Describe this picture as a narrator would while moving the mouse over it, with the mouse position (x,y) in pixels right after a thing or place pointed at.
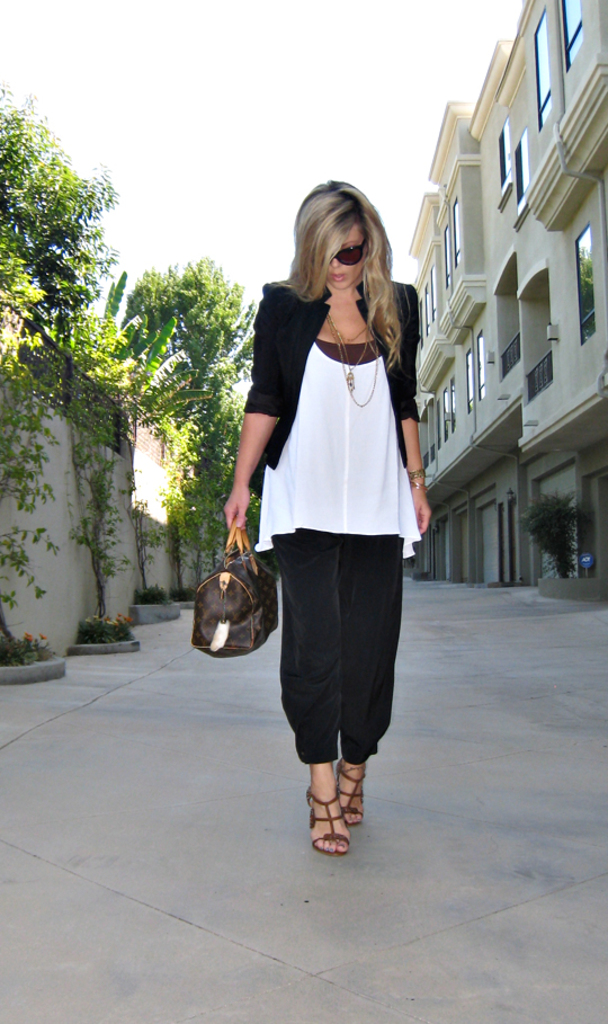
In this we can see a woman (360,312) standing on the floor (277,632), and holding a bag (266,632) in the hand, and here is the building (457,277), and at back (65,284) here are the trees (57,289), and at above here is the sky (293,45).
